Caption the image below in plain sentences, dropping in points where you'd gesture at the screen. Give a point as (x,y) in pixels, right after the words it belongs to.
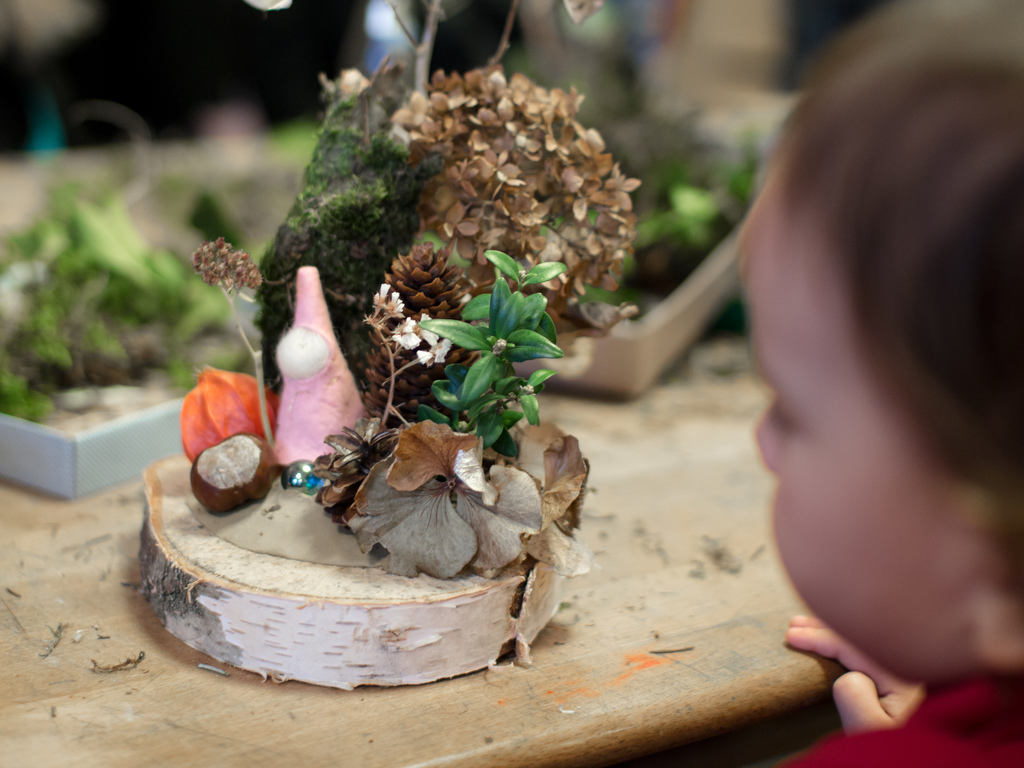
In this picture I can see a child (824,267) in front (879,606) and I can see a table (43,654), on which there are few plants (539,238) and I see that it is blurred in the background (458,34).
